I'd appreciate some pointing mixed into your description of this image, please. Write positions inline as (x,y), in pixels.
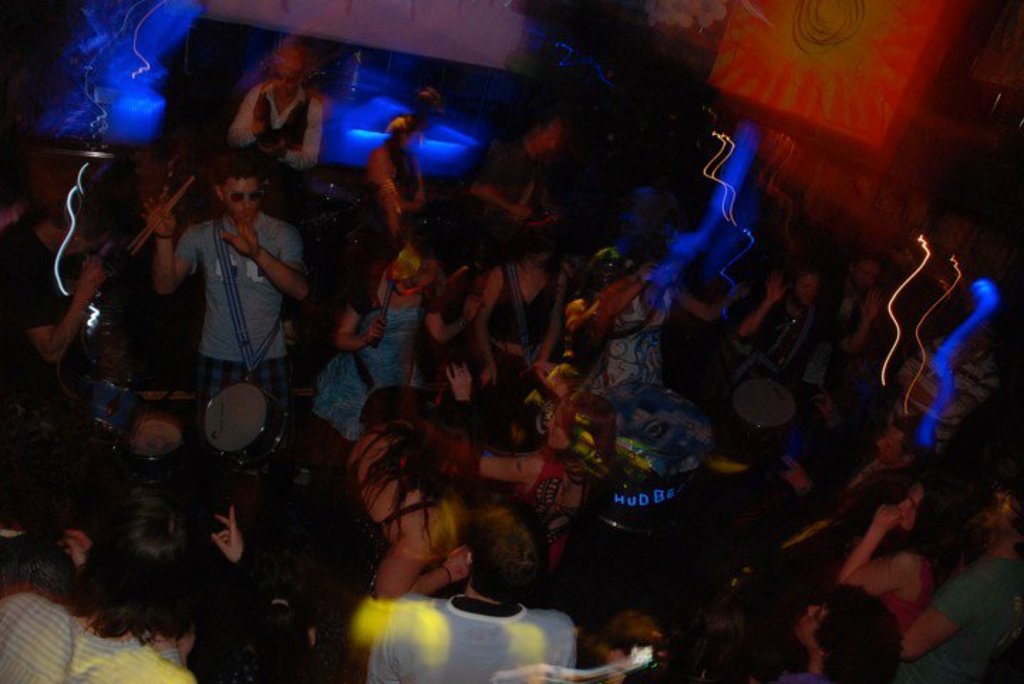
This picture seems to be clicked inside the room (219,84). In the center (661,331) we can see the group of persons (461,394) standing and seems to be dancing and we can see a person (272,277) standing, wearing t-shirt (254,278), holding wooden drumsticks (141,235). In the background (435,139) we can see the lights (383,113), musical instruments (239,413) and some other objects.
